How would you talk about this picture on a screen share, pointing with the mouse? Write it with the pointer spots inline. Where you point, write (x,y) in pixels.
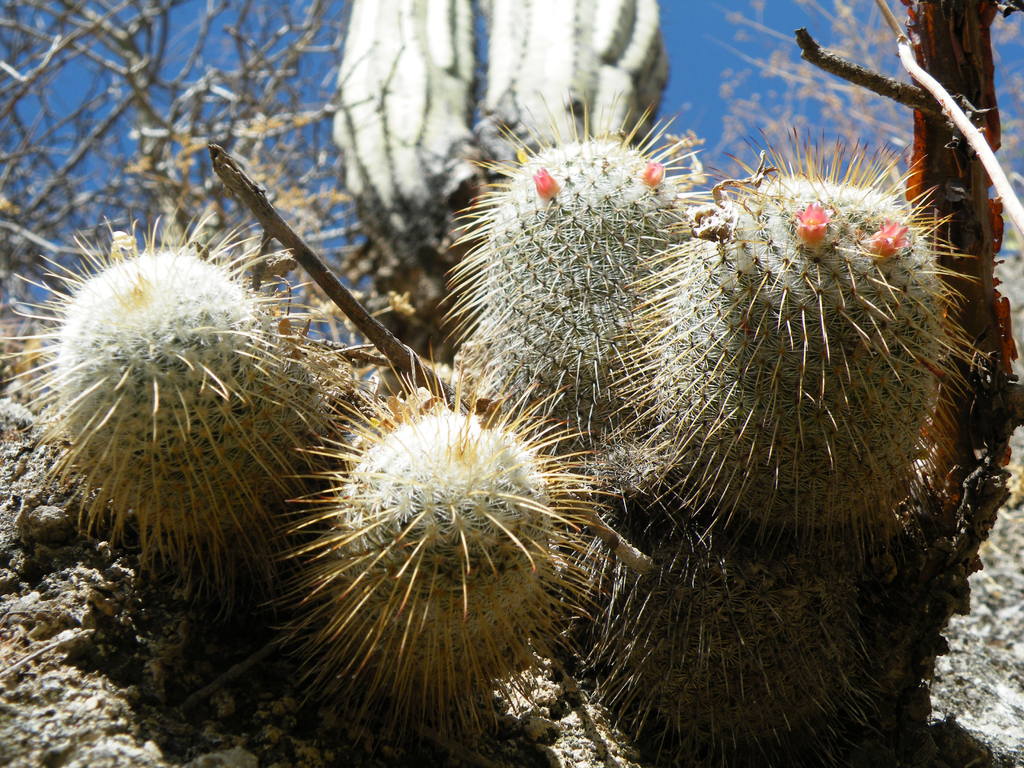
In this picture we can see plants (66,337) on the ground (537,698) and in the background (326,86) we can see the sky (852,45).
